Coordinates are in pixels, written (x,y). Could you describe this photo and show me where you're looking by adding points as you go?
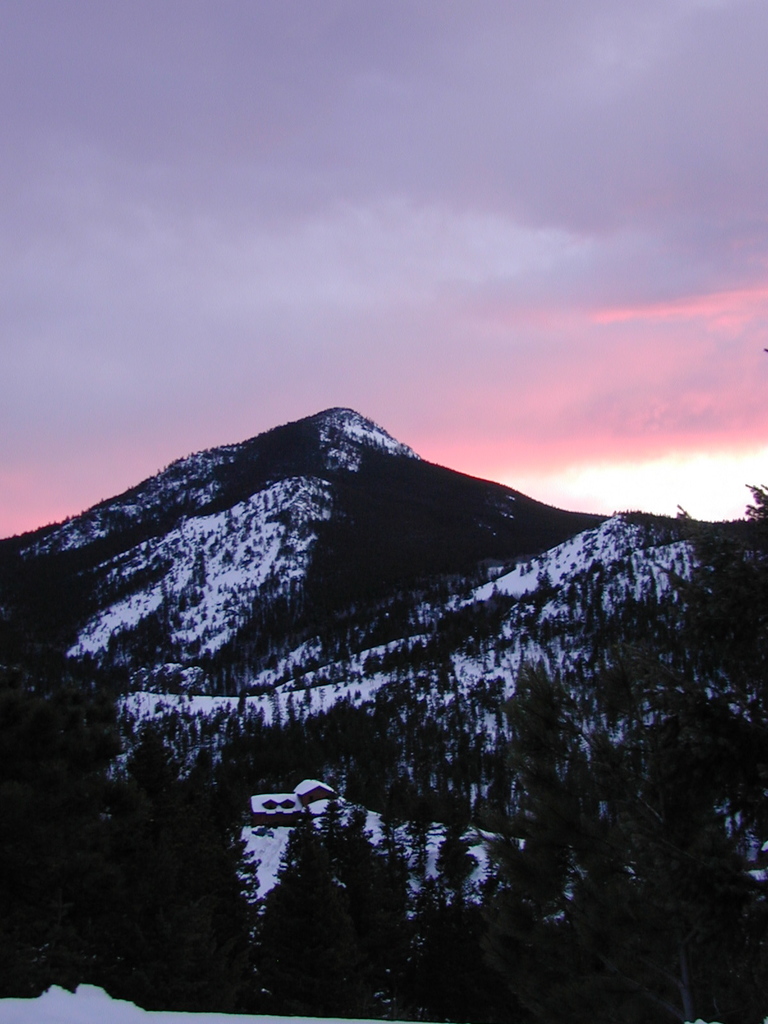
In this image, we can see some mountains (422,569), trees (402,653). We can also see a house (290,808) and some snow (480,598). We can also see the sky (540,333) with clouds (558,257).
